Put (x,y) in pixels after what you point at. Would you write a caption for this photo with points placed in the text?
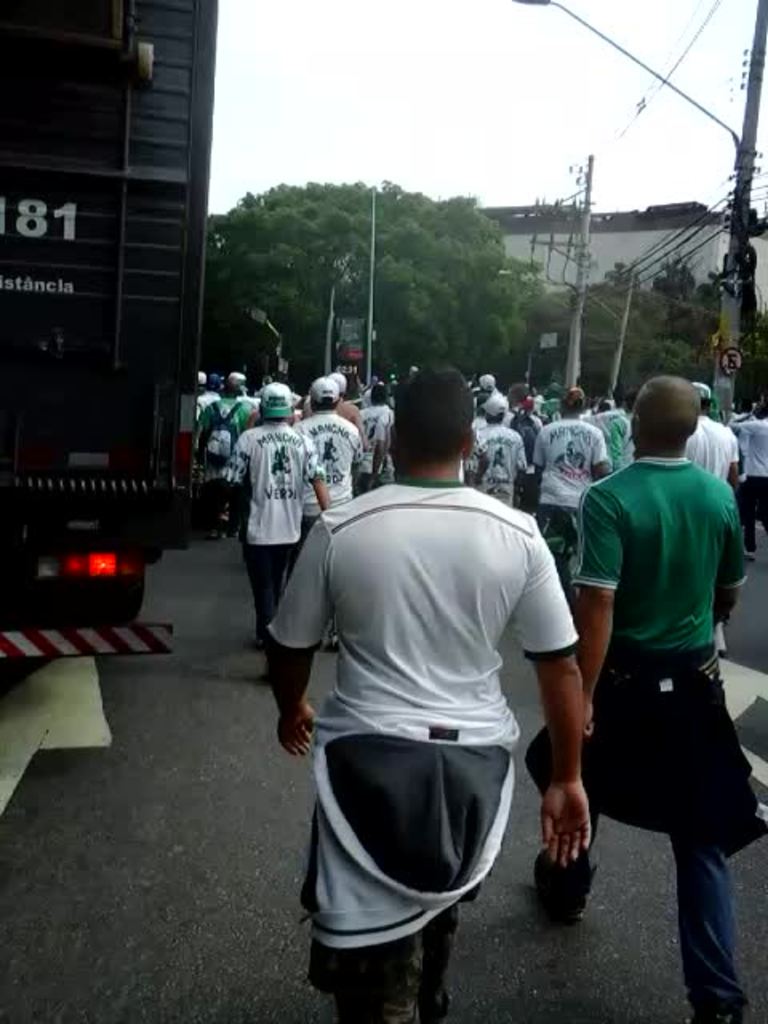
In this picture I can see few people (400,480) walking and few (271,492) are wearing caps (327,383) on their heads (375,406) and I can see a man (217,458) is wearing a backpack (217,454) and I can see a truck (148,190) on the left side (52,28) and I can see few trees (541,303) and a building (645,247) and I can see few poles (578,288) and a sky (515,129).
